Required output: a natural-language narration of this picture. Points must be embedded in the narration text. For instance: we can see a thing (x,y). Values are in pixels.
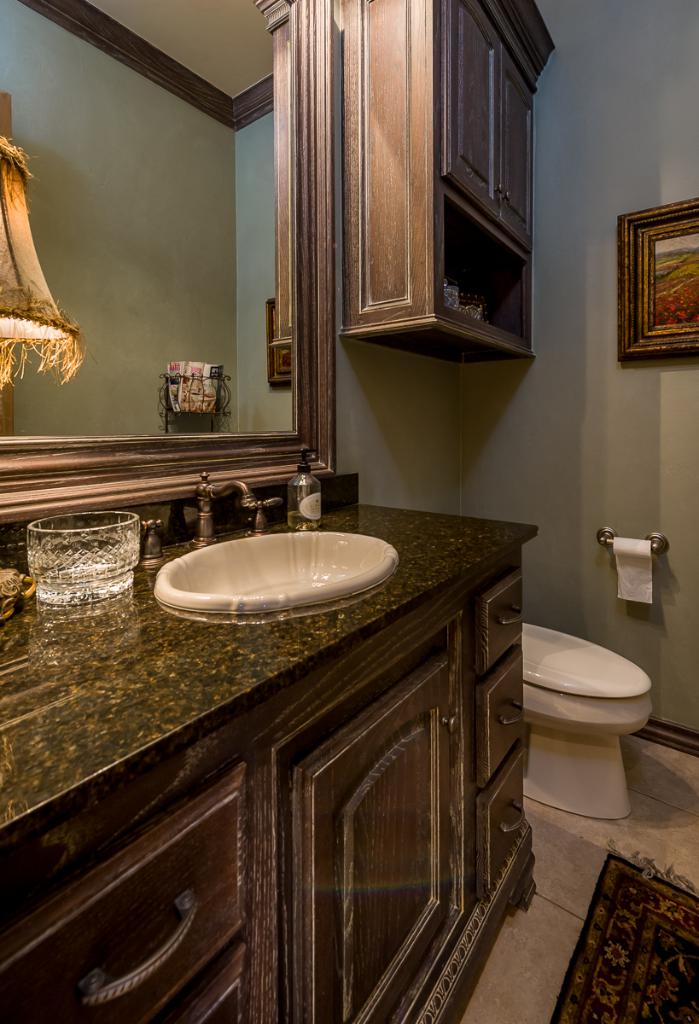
In the image there is a platform (141,735) with cupboards (300,795). On the platform (255,617) there is a sink (327,567), tap (204,526), bottle (302,475), bowl (86,520) and a lamp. Behind the platform (219,542) there is a mirror (173,138). Beside the mirror (222,128) there is a cupboard (441,198). In the background (626,665) there is a toilet seat (576,646). And on the wall (576,400) there is a frame (669,216) and also there is a tissue roll (639,539). On the floor (579,895) there is a floor mat (645,964).
